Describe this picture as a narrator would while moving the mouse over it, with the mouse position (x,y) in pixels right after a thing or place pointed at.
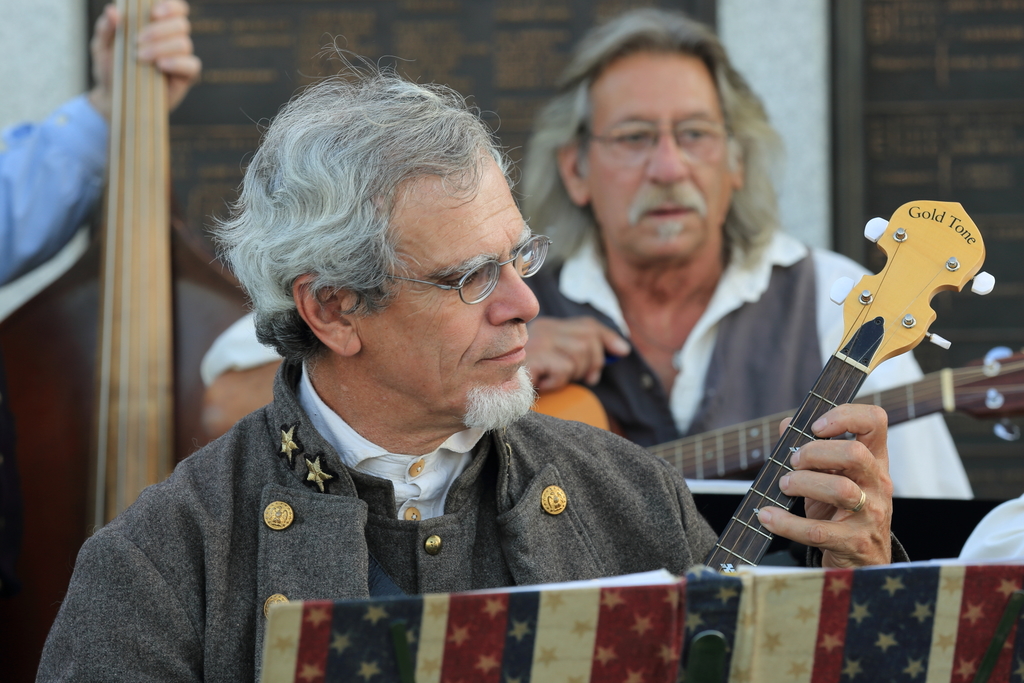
In this picture we can see two men (305,501) holding guitars (786,463) with their hands (836,539) and in front of them we can see books (560,664) and in the background (59,109) we can see a person (59,109), wall (998,5).
